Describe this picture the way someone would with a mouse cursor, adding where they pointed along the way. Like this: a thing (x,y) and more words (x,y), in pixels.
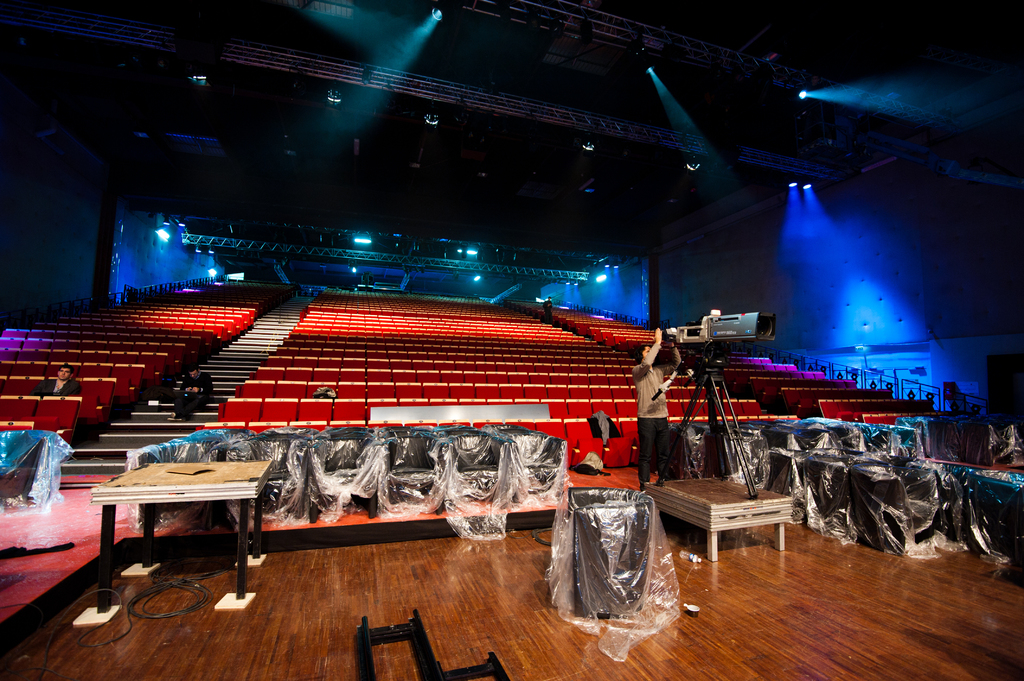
To the bottom of the image (792,587) there is a floor (776,588). On the floor (792,587) to the left side (250,597) there is a table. And also in the middle (390,448) there are black chairs (474,493) which are covered with covers (579,517). In the middle of them there is a man (665,441) standing in front of the video camera (753,319) with a stand (713,370). In the background (330,384) there are many red chairs (339,350). And to the top of the image (385,67) there is a roof (422,106) with rods (645,139) and lights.
